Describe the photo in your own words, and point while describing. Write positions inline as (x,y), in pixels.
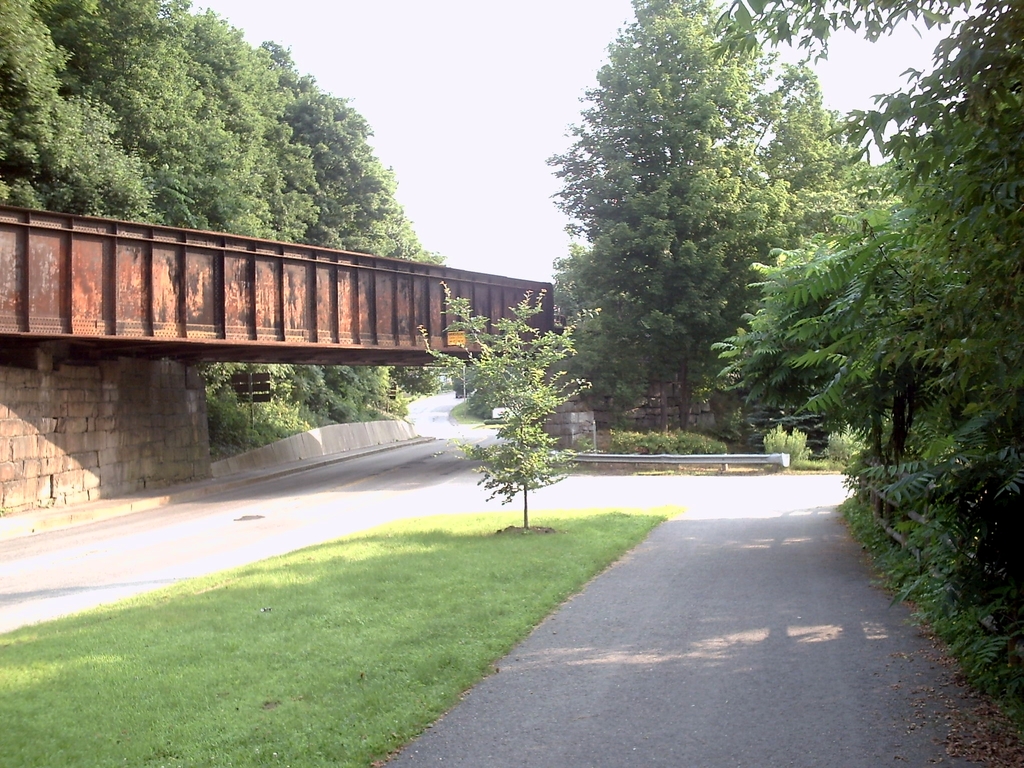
In this picture there are trees (818,417). On the left side of the image (265,340) there is a bridge (27,307) and there is a pole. At the top (525,211) there is sky (511,130). At the bottom (684,636) there is a road (656,597) and there is grass (395,605).
